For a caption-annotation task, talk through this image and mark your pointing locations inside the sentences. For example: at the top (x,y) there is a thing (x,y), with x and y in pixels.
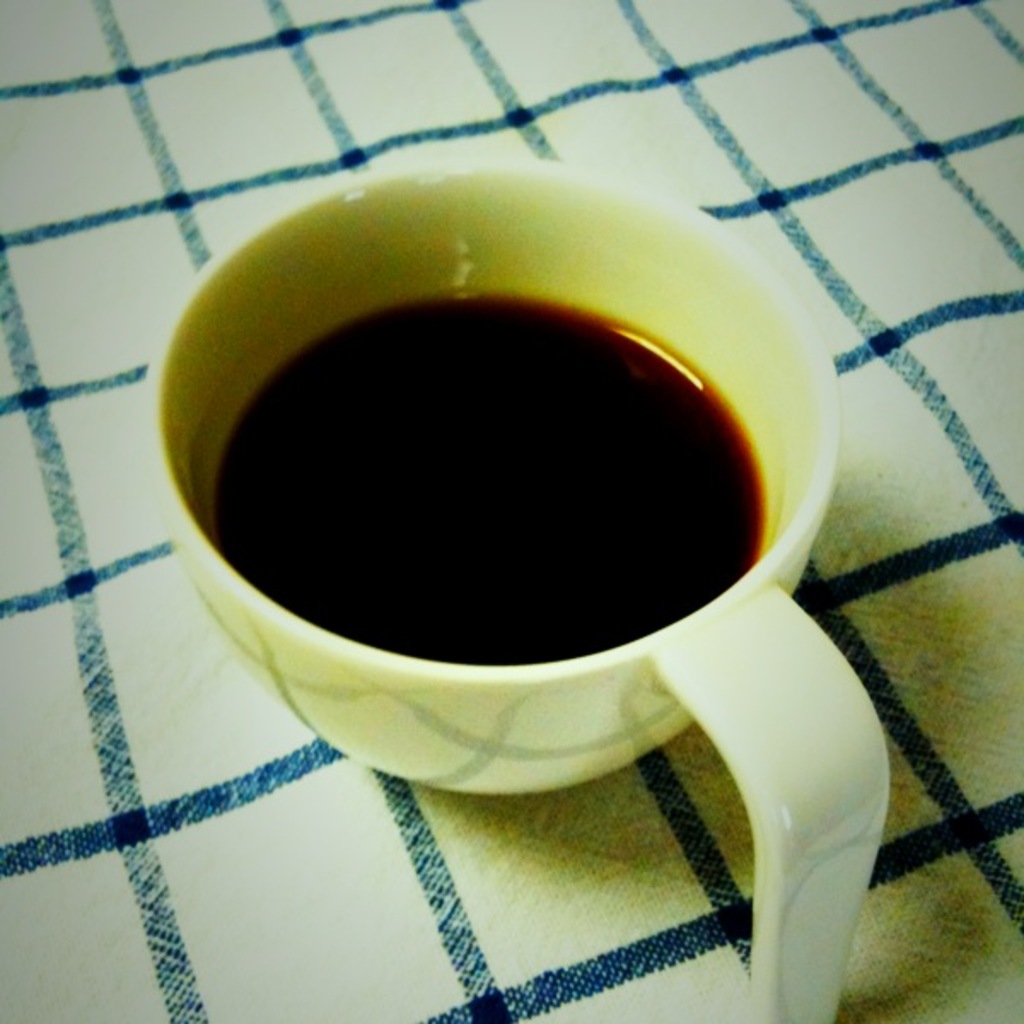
In this picture we can see black tea (523,398) in a cup (749,405), which is kept on the table (946,752).
